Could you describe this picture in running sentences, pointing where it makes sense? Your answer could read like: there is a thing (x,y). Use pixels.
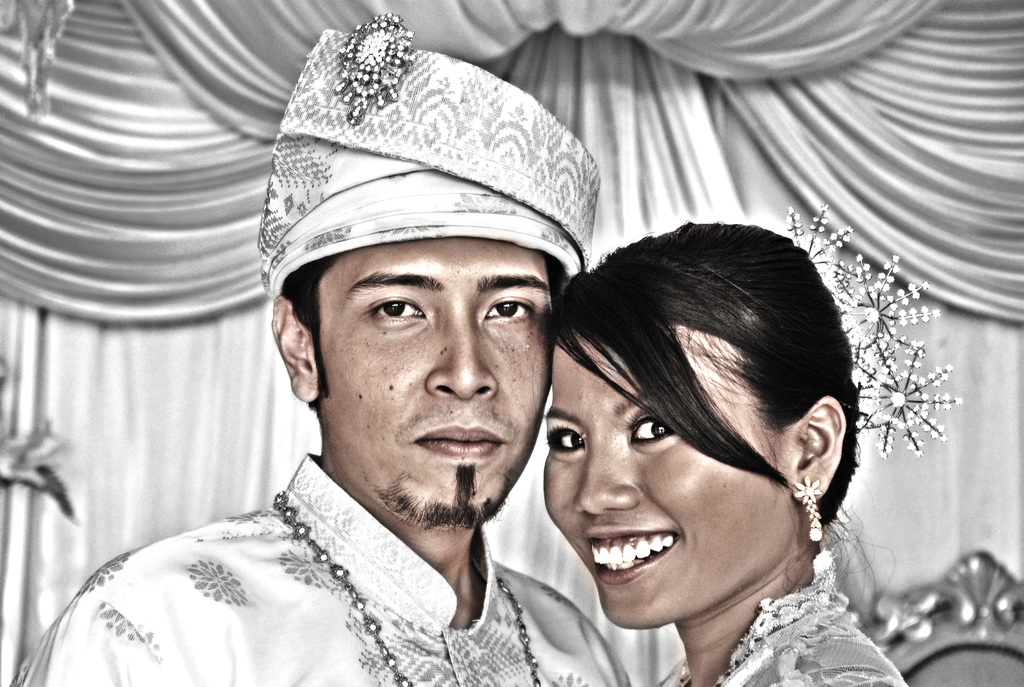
This is an edited picture. I can see a man (566,650) and a woman (828,651), and in the background (441,46) there are curtains (228,245).
